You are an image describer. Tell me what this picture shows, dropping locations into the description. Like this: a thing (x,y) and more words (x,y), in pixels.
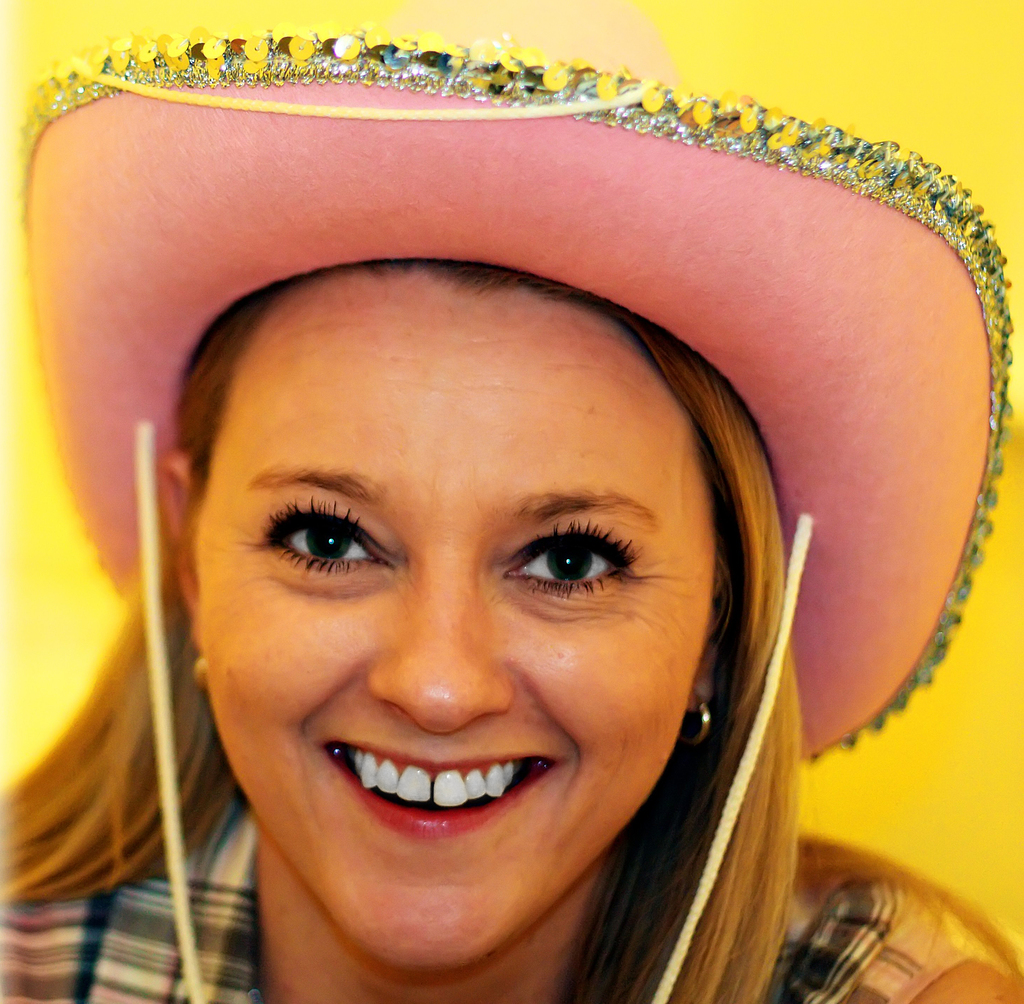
In this picture I can see a woman (203,350) in front (397,372) and I see that she is smiling. I can also see that she is wearing a hat (675,237) and I see the yellow color background (73,33).
